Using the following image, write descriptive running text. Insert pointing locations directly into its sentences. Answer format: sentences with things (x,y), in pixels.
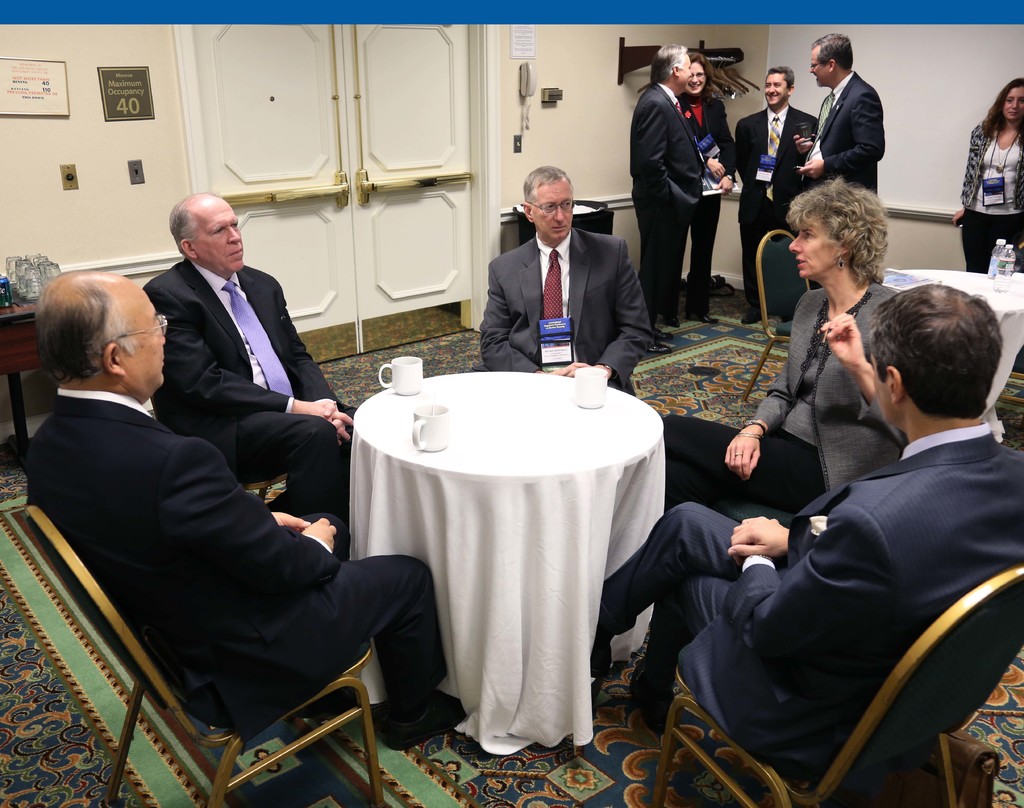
There is a group of a people (919,470). Some people (637,565) are sitting in a chair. We can see in the background (673,266) some persons (679,321) are standing. There is a table (522,403). There is a cup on a table (507,397).
